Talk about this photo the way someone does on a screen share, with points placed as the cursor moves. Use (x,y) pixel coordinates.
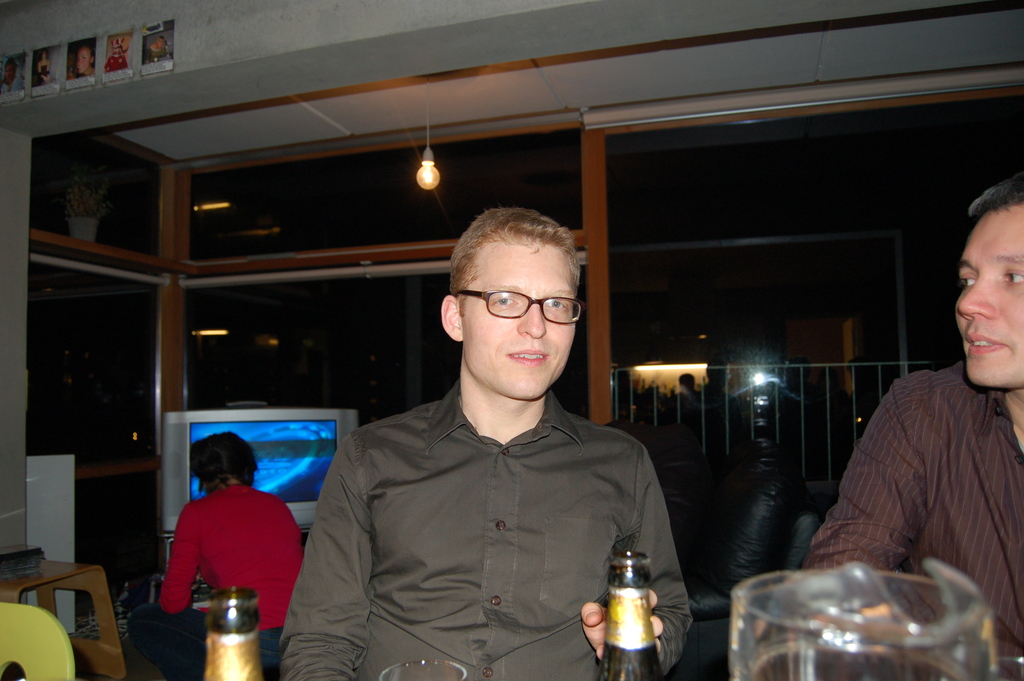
In this picture we can see two people (910,397), in front of them we can see bottles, glass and in the background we can see a person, television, lights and some objects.
